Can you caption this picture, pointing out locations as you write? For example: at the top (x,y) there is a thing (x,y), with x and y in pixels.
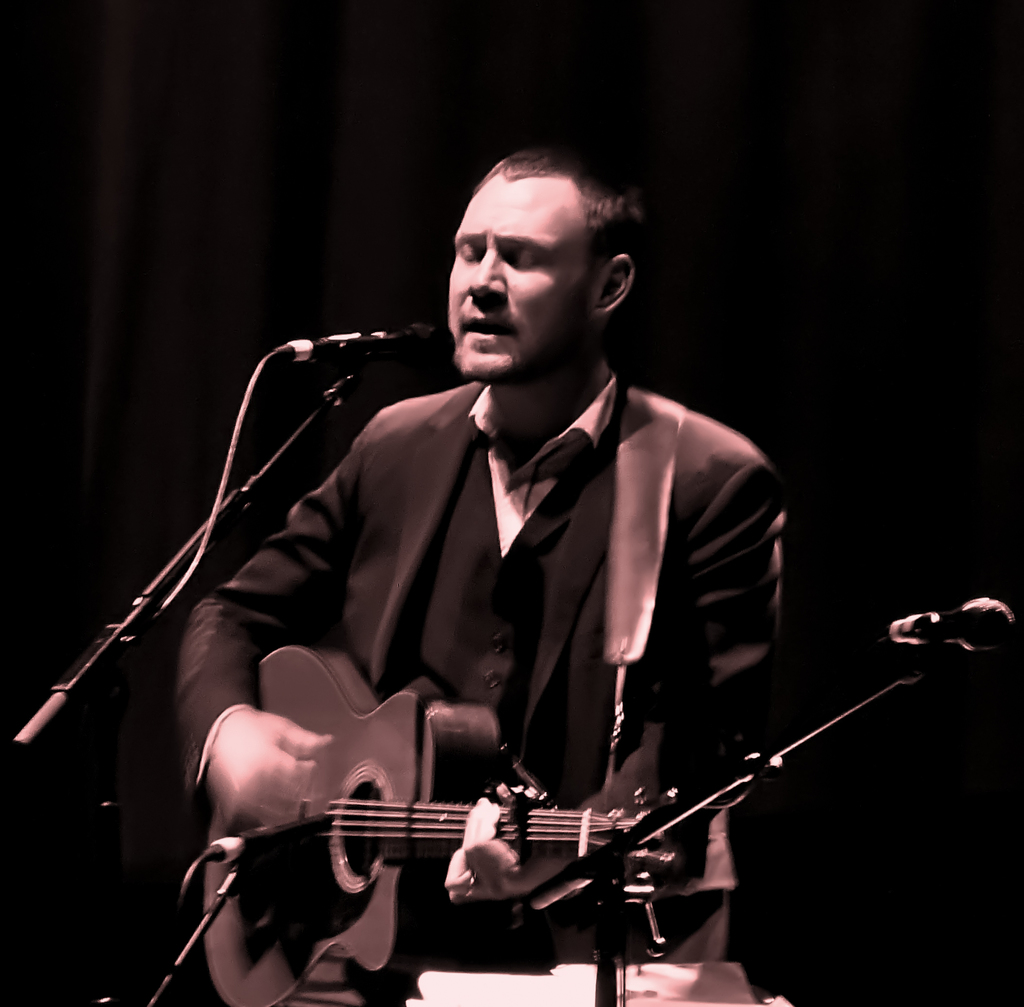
In this image there is a man (484,904) sitting and playing a guitar (512,839) and singing a song in the microphone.
